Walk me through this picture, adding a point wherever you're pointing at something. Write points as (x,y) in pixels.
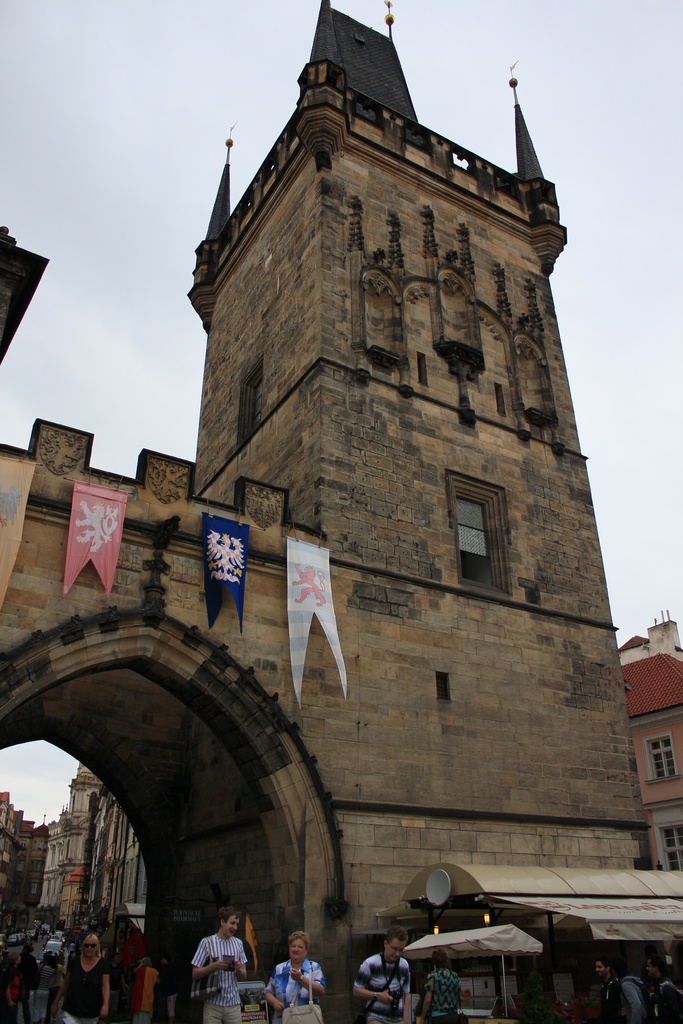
In this image there are persons (237,962) walking and there are buildings (460,690), there are flags (207,567) hanging on the wall (351,581) of the building (339,581) and the sky (125,287) is cloudy and there is an arch (272,900), there are tents (509,877).
